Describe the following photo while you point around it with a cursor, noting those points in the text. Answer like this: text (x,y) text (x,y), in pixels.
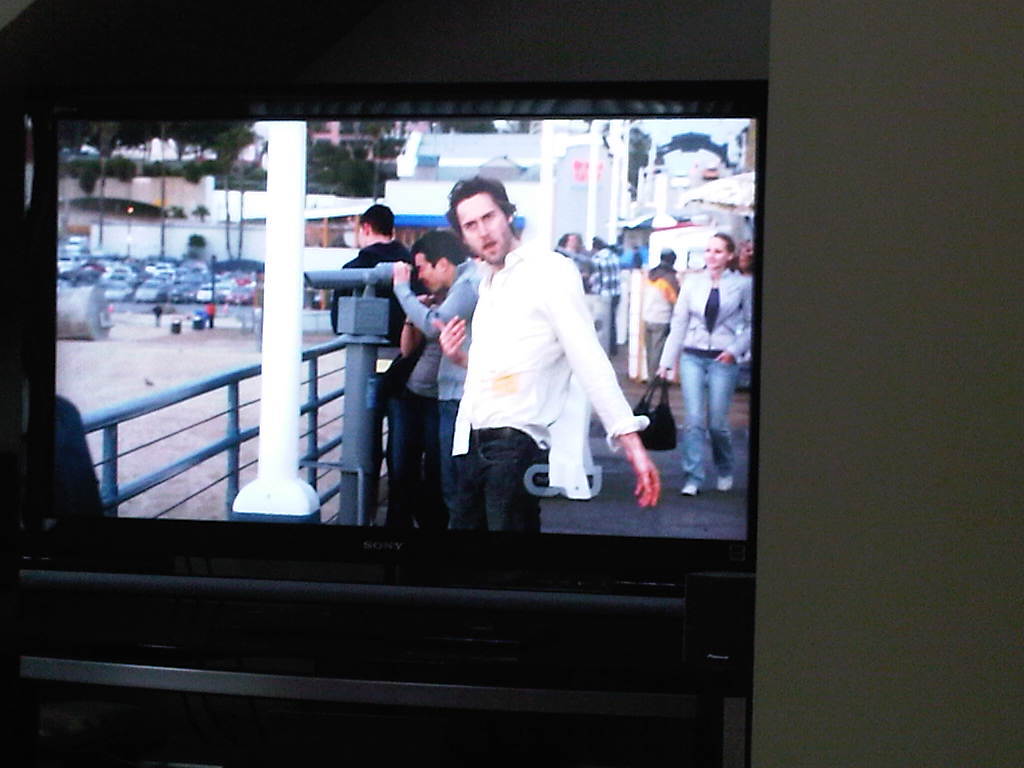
In this image I can see there is a person (505,325) standing in the middle (538,394) and there are few others (431,239) standing behind him, there are few others (685,305) walking at right side (695,341) and there is a pole (272,289) to the left (279,505) and there are few vehicles (139,266) parked in the backdrop (179,270) to the left (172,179) and there are few buildings (450,167), trees (228,208) in the backdrop of the image (509,145).
